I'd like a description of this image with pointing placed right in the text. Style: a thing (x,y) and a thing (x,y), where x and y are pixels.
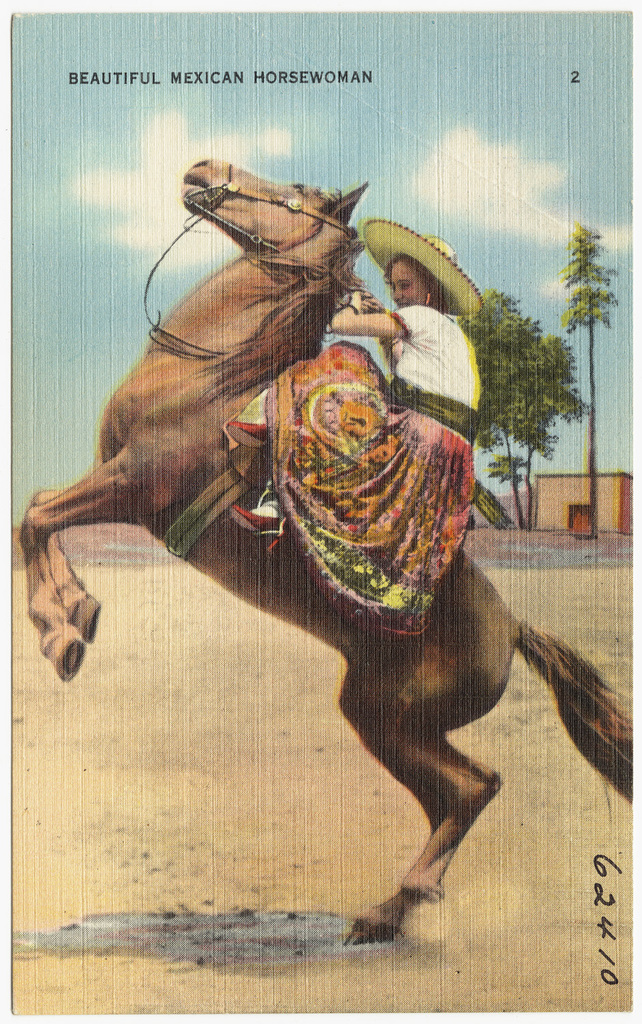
In this image I can see a picture in which I can see a woman (390,412) is sitting on a horse (455,638) which is brown in color. I can see a woman (310,454) is wearing a hat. In the background (543,393) I can see few trees (568,361), a house (570,478) and the sky (179,147).
